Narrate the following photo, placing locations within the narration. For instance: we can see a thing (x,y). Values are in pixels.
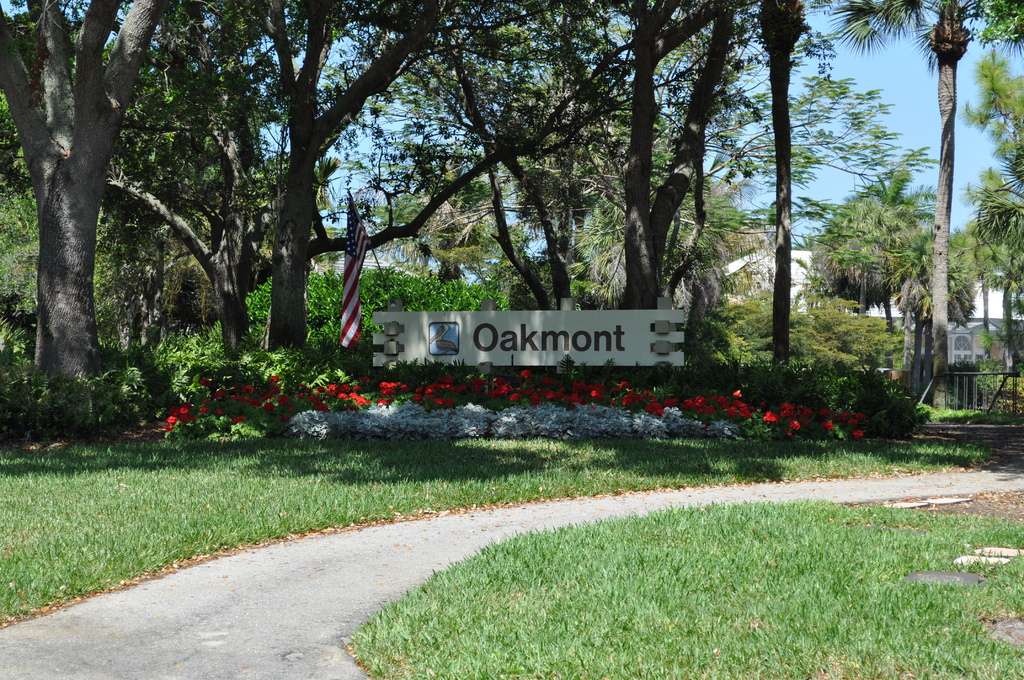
In this picture, we can see the ground (284,440), road (258,629), grass (782,477), plants (652,405), trees (216,277), posters (647,324), flag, and we can see some objects (965,383) on the ground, we can see the wall (975,349) and the sky (900,119).
